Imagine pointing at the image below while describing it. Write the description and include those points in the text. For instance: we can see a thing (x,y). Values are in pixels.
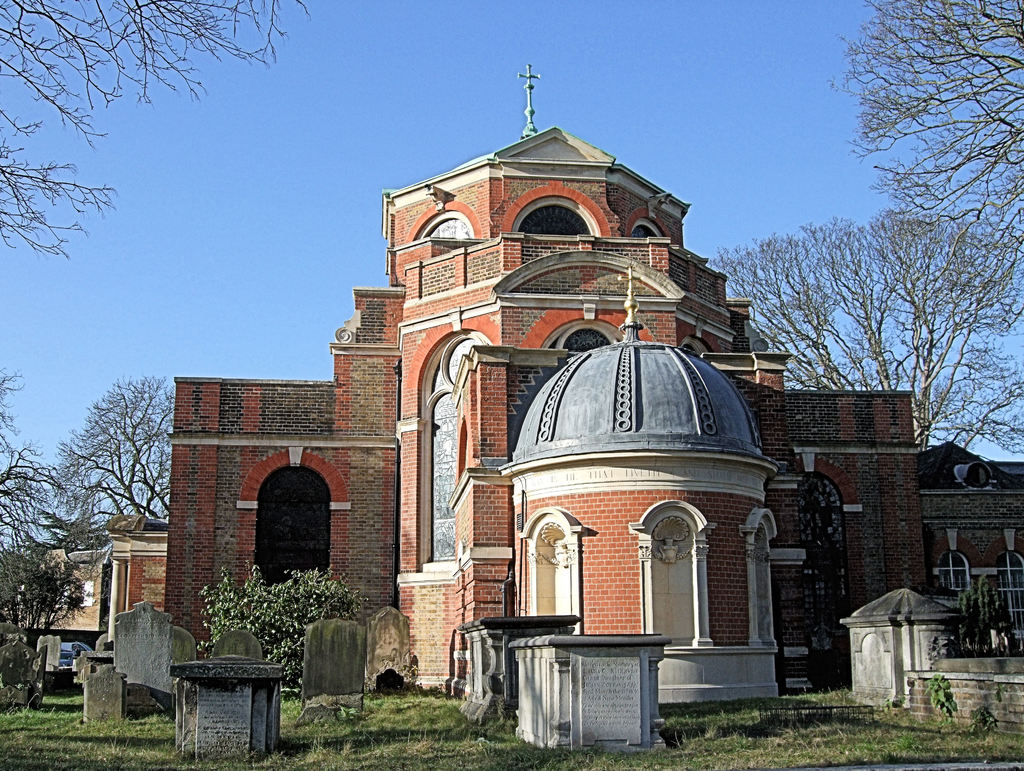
In this picture we can see some buildings (411,313), in front of the building (399,303) we can see some cemeteries (150,696), grass (111,723) and trees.
